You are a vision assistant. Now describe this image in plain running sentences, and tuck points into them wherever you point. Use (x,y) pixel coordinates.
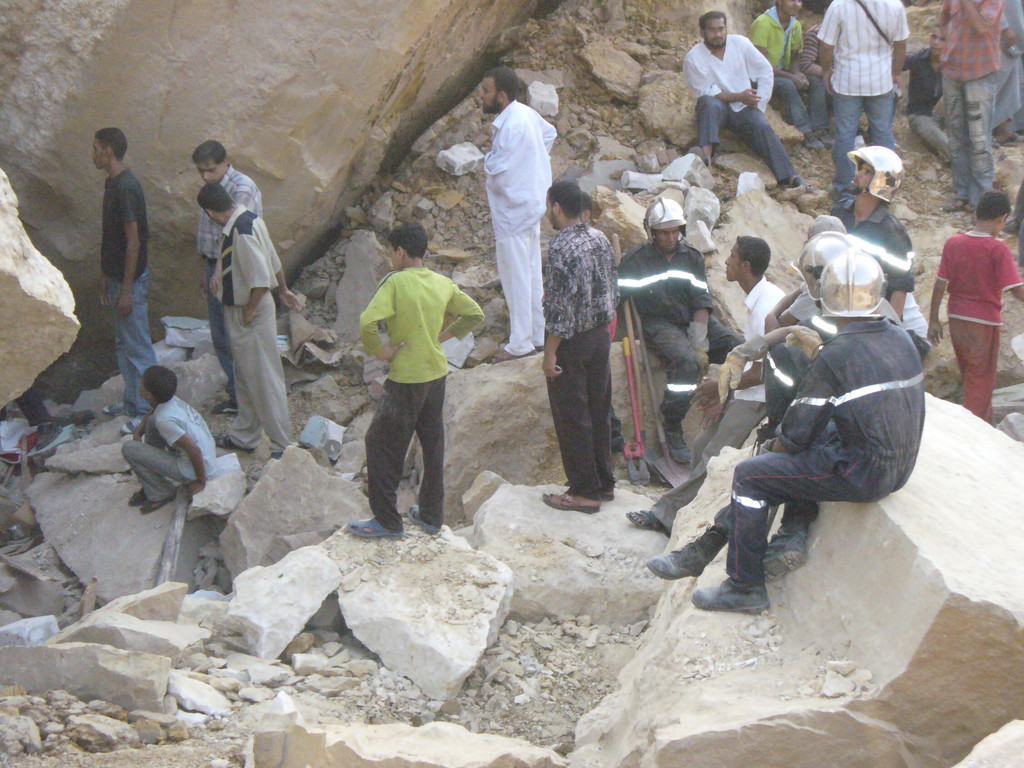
In this picture we can see some people (513,229) are standing on the ground (827,173), some people (175,439) are sitting on rocks (367,195) and some objects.
